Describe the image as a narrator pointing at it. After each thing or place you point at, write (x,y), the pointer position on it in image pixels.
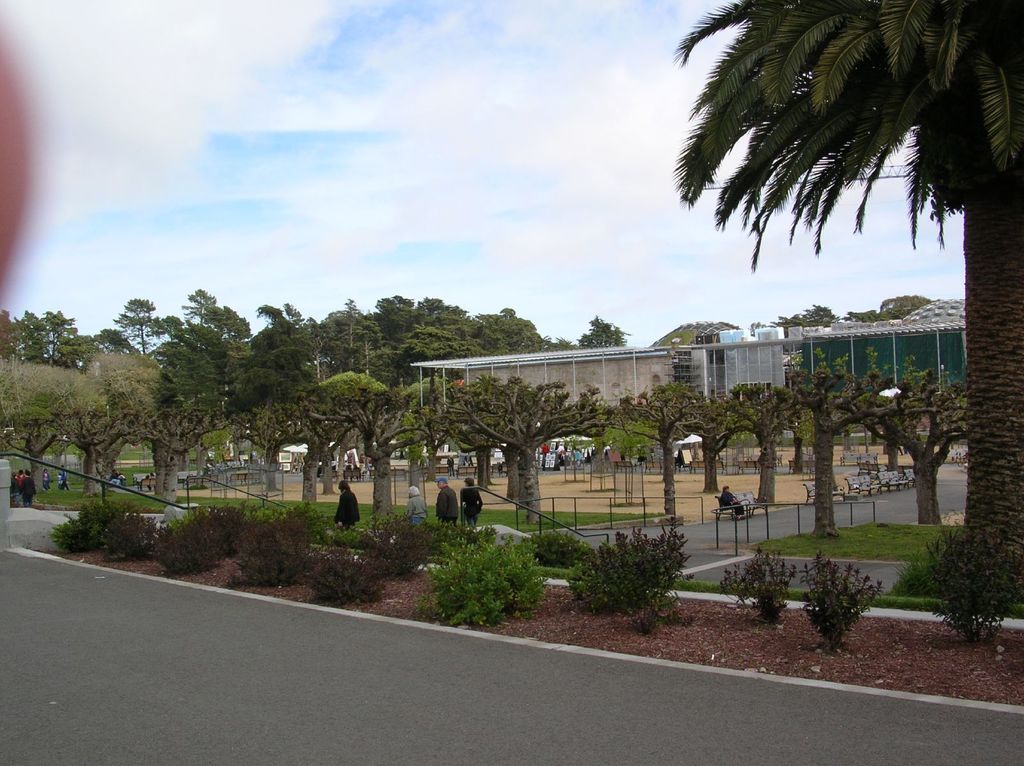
In this image there is the sky (423,88) towards the top of the image (444,148), there are clouds (397,120) in the sky (331,126), there are trees (486,346), there is a tree (965,188) towards the right of the image (952,106), there are plants (519,560), there are group of persons (449,508) standing, there are benches (750,499), there is a person (733,502) sitting on the bench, there is a roof (577,352), there are poles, there is a road (150,664) towards the bottom of the image (363,711), there is an object (5,495) towards the left of the image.
